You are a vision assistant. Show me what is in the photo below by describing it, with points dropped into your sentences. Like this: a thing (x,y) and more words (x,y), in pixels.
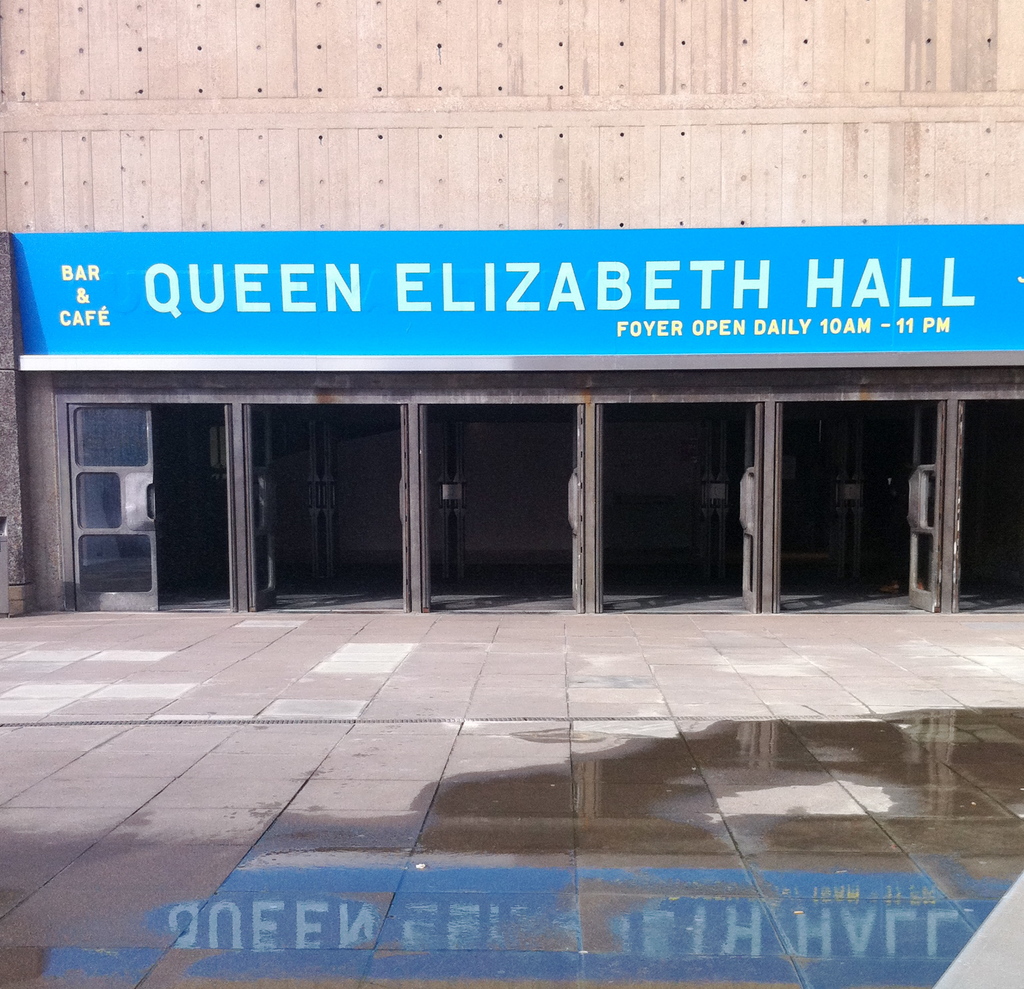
In this image we can see a blue hoarding (917,325) on the wall (564,220). These are doors (95,495). On surface (670,754) there is water (811,745).
